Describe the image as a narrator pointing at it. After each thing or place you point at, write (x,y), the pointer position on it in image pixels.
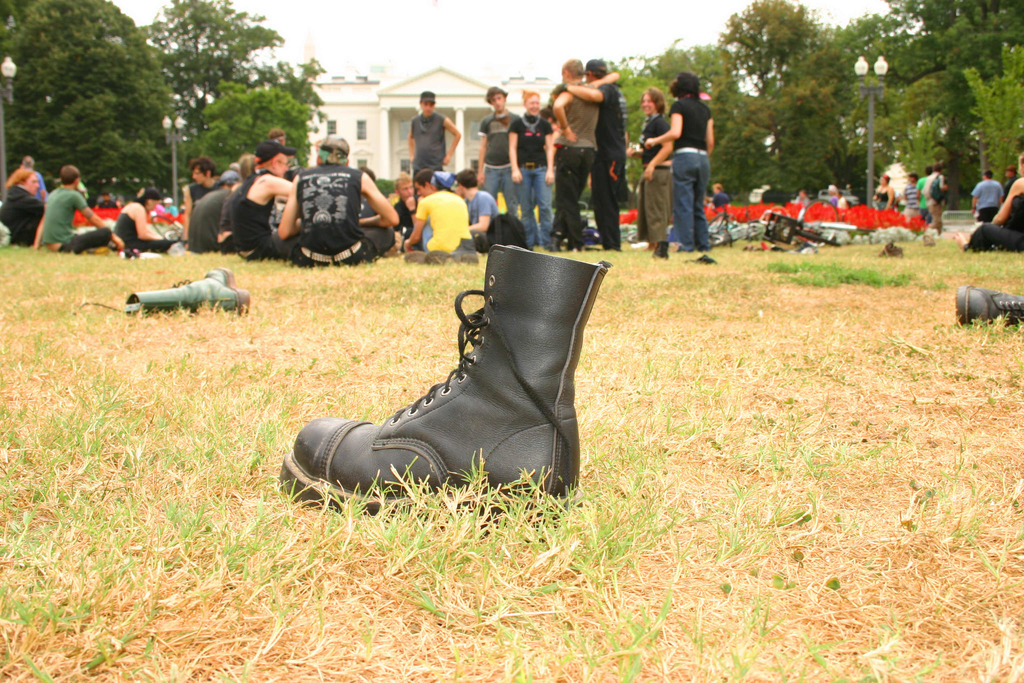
In this picture we can see some people (223,209) sitting here, there are some people (558,131) standing here, at the bottom (745,527) there is grass (713,504), we can see shoe (534,430) here, in the background (898,79) there are some trees (259,100) and a building (464,104), we can see the sky (457,43) at the top of the picture (488,45).
